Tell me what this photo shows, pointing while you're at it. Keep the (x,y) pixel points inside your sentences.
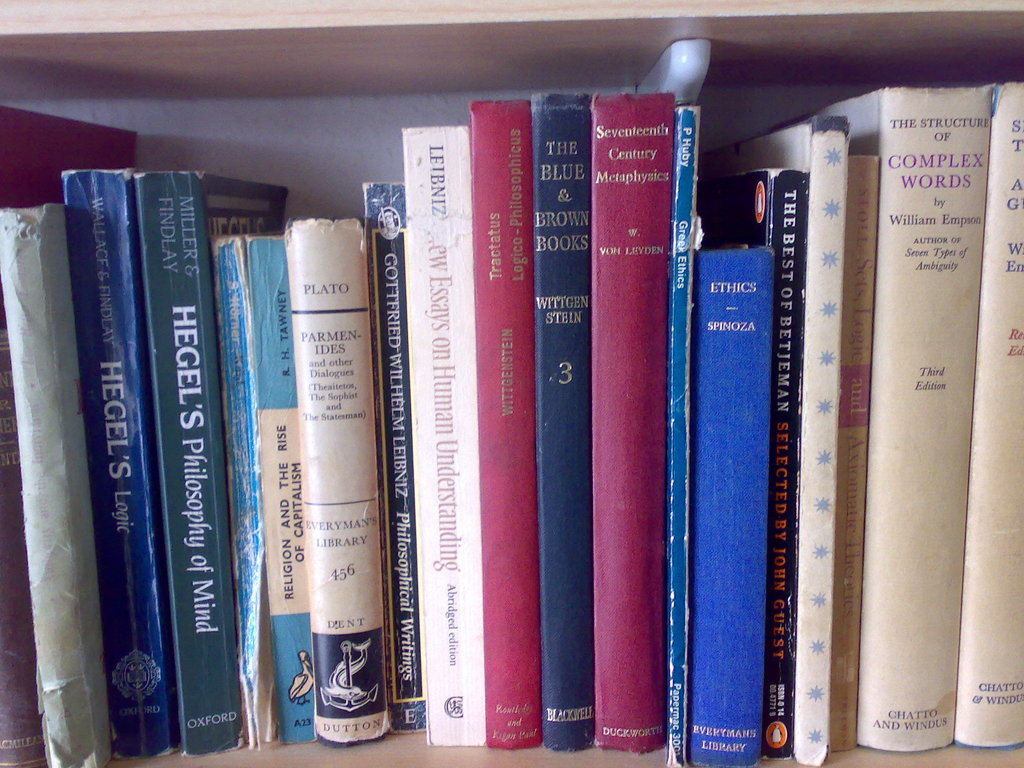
In this image we can see some books (1008,519) in the wooden shelf (397,756) and one object (688,46) attached to the wooden shelf (579,51).
